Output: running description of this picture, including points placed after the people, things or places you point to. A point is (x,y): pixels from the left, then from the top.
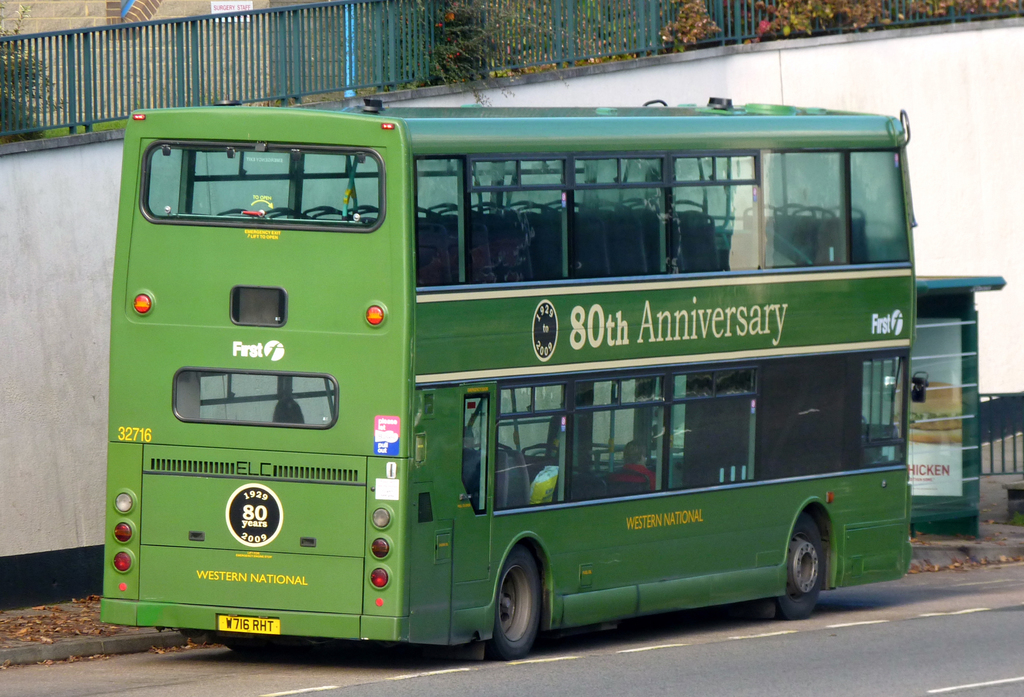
In this image I can see the road (923,657), a bus (671,573) which is green in color on the road (682,684). I can see a person (645,460) wearing red color dress (649,476) is sitting in the bus (644,491) and few leaves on the side walk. In the background (68,273) I can see the white colored wall (973,187), the railing (196,52), few trees (701,37) and the building (305,21).
